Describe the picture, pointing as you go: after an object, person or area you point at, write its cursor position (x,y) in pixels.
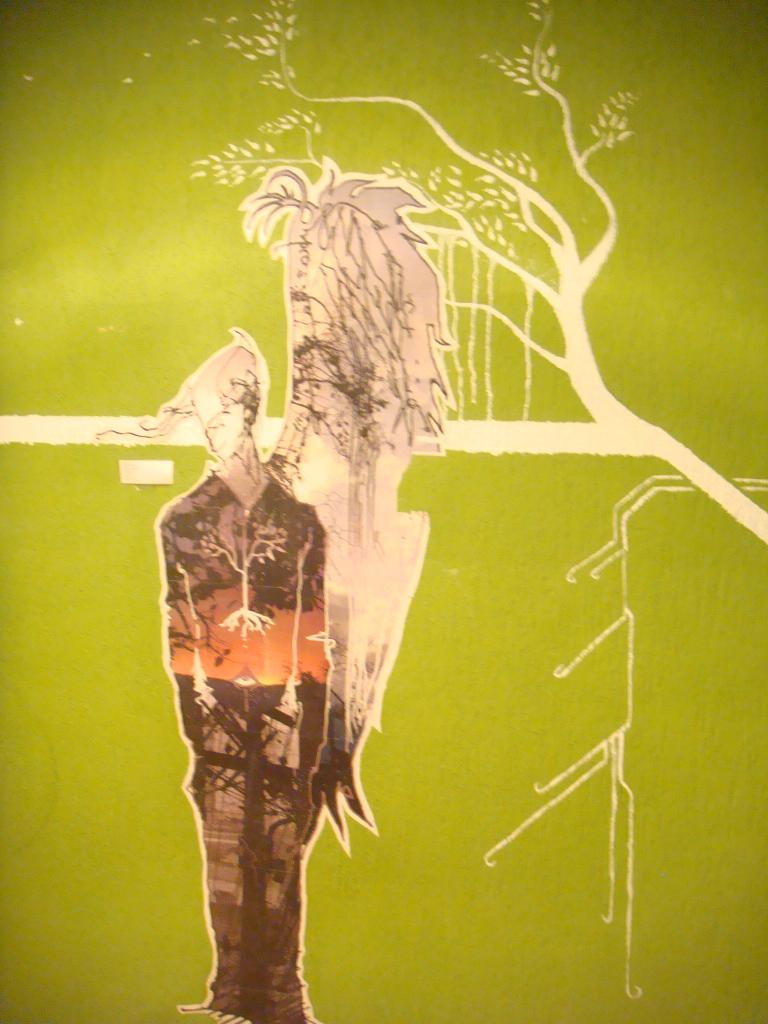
In this image I see the green color thing (345,156) on which there is an art (400,515).
